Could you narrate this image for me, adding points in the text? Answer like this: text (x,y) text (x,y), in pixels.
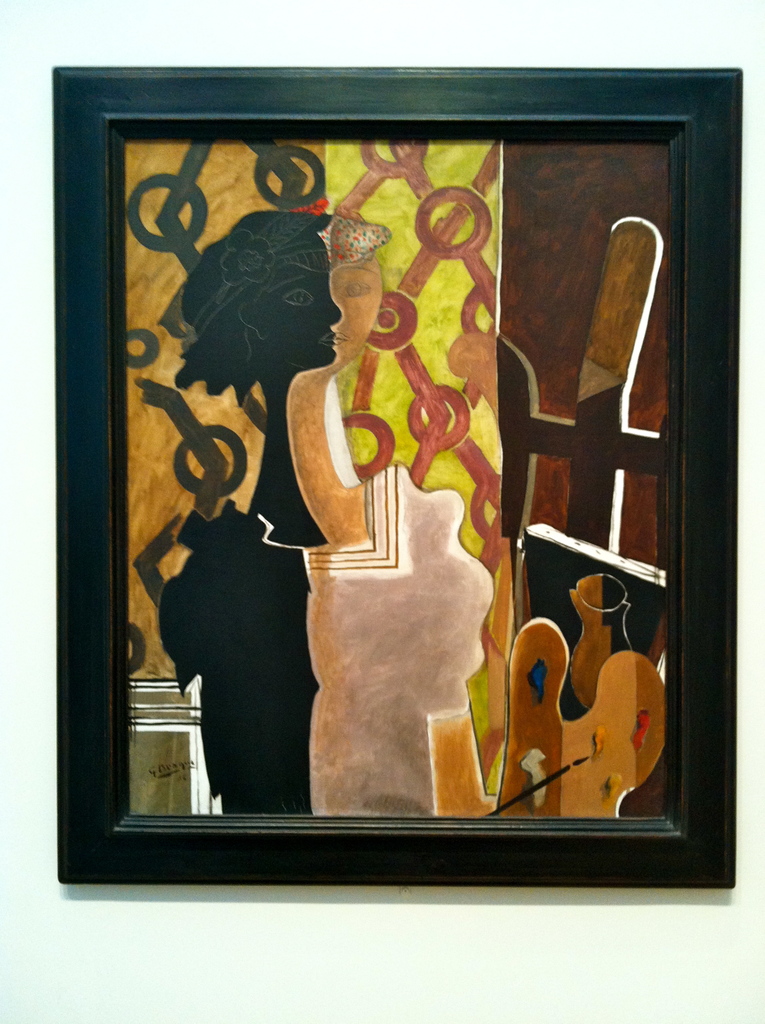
In this image, we can see a painting (467,611) with frame (276,829) on the white surface (13,847).
